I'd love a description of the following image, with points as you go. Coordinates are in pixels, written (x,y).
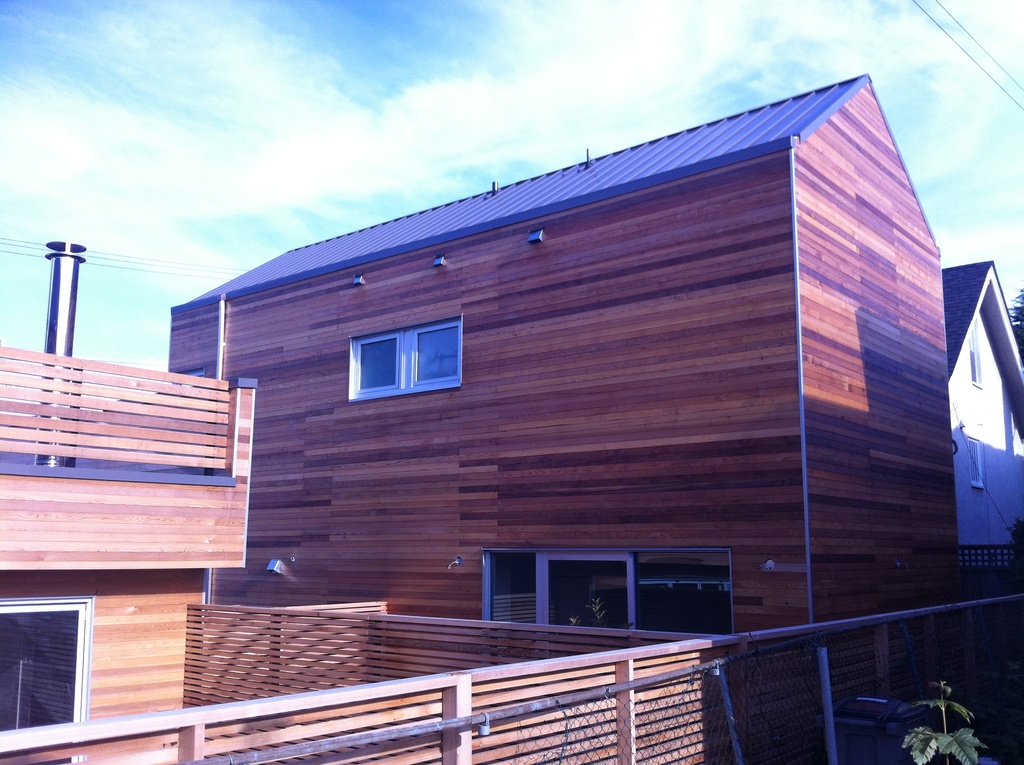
There are buildings (414,430) with windows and wooden wall (317,487). Also there is a wooden fencing (410,665). In the back (299,100) there is sky (453,55) with clouds (224,155). On the left side building (107,437) there is a pipe (68,297) on the top of the building (50,434).
